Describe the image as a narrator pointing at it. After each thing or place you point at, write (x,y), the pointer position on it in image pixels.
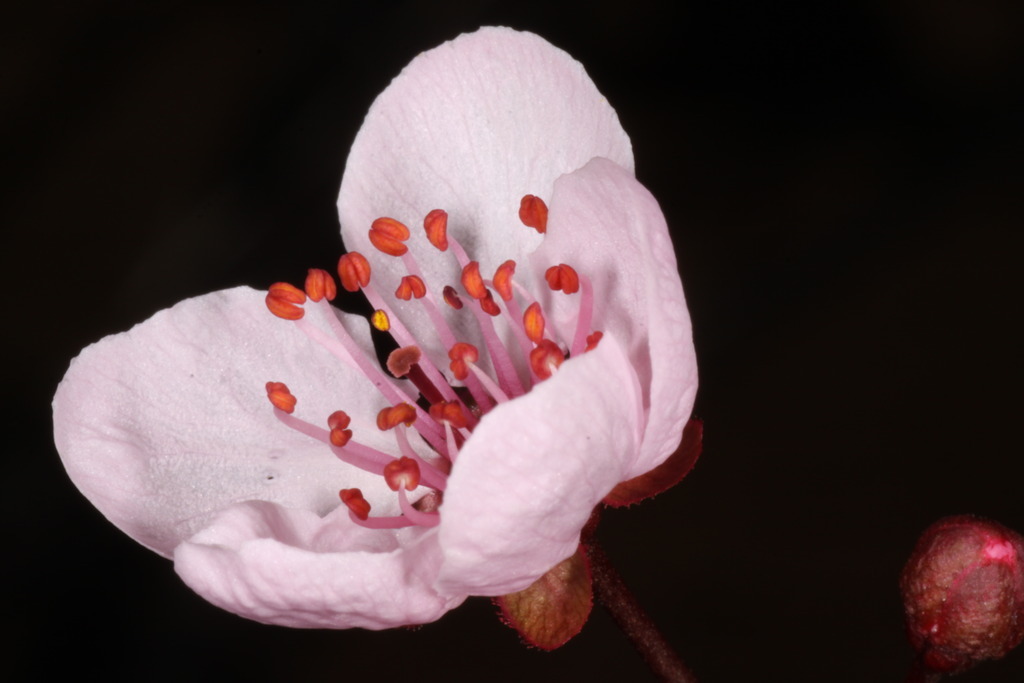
This is a zoomed in picture. In the foreground (603,466) we can see the pink color flower (318,309) and the stem (625,605) of a flower (572,580). The background of the image (51,644) is very dark. On the right corner (963,587) there is an object (949,580).
